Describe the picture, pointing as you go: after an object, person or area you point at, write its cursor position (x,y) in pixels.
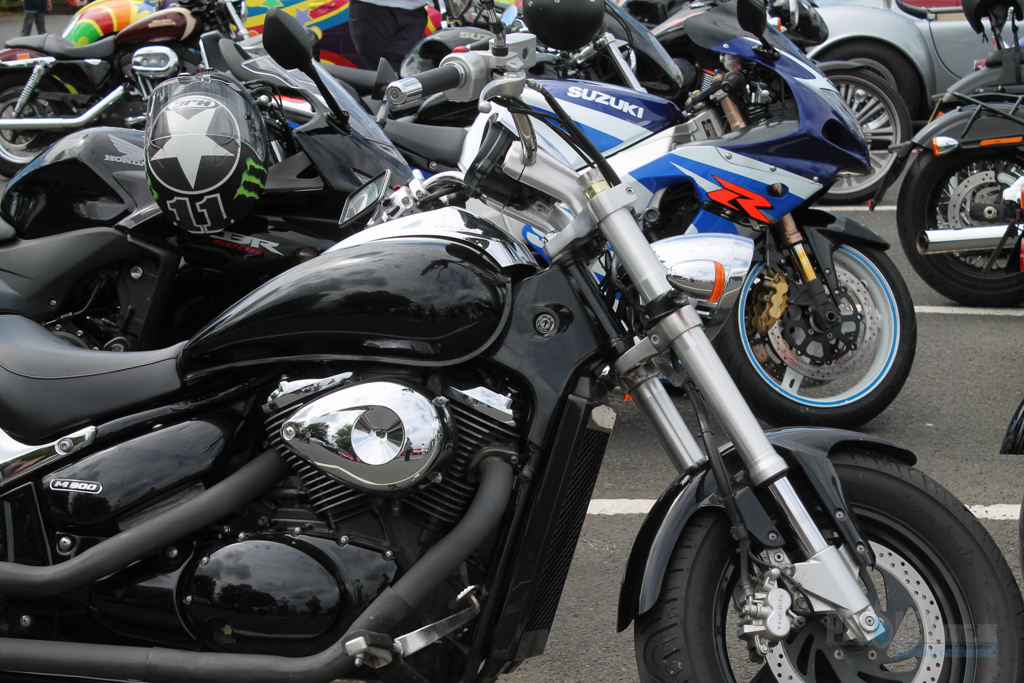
In this picture I can see the road (615,593) on which there are number of bikes (582,203) and I can see a helmet (242,100) on the left side of this picture (165,151).
